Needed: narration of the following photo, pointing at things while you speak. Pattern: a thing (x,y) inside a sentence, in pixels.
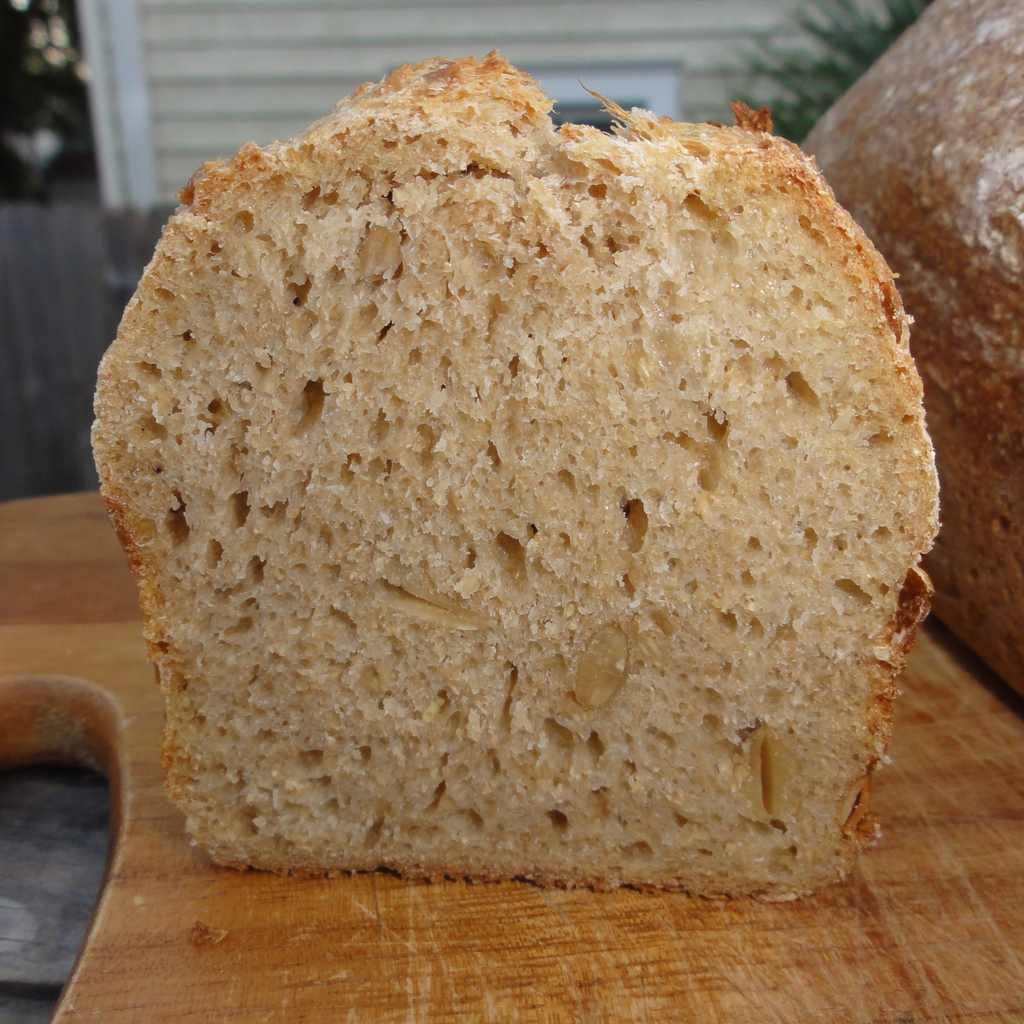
In this picture I can see a sliced bread (636,542) on the wooden surface (556,924), and in the background (797,46) there are some objects (71,278).
